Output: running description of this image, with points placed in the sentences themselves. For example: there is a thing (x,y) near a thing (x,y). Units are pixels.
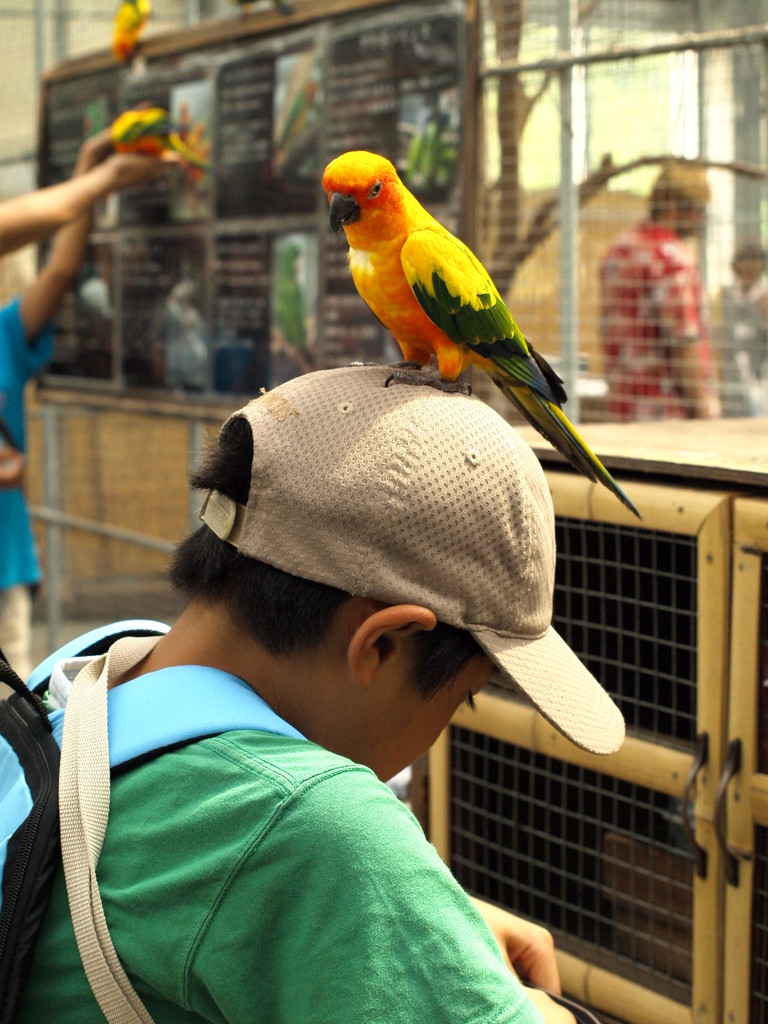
In this image there is a bird (544,425) and a person (181,953) in the foreground (358,660). There are people (105,146) on the left corner (2,531). There is a mesh (629,650) and wooden object (610,868) on the right corner (638,571). There is a mesh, there are birds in the background (484,97).
